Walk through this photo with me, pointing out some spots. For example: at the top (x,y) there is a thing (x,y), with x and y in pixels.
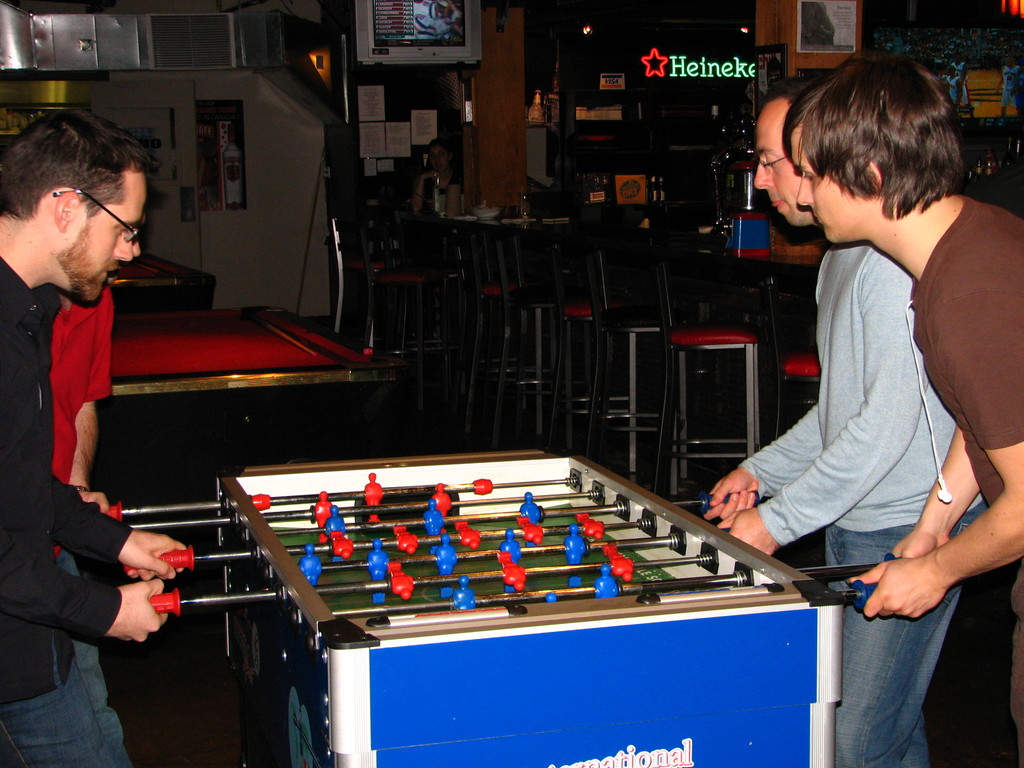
In this picture we can see some people (66,329) are playing Foosball, behind we can see some chairs (572,310), tables (221,349) are arranged.
